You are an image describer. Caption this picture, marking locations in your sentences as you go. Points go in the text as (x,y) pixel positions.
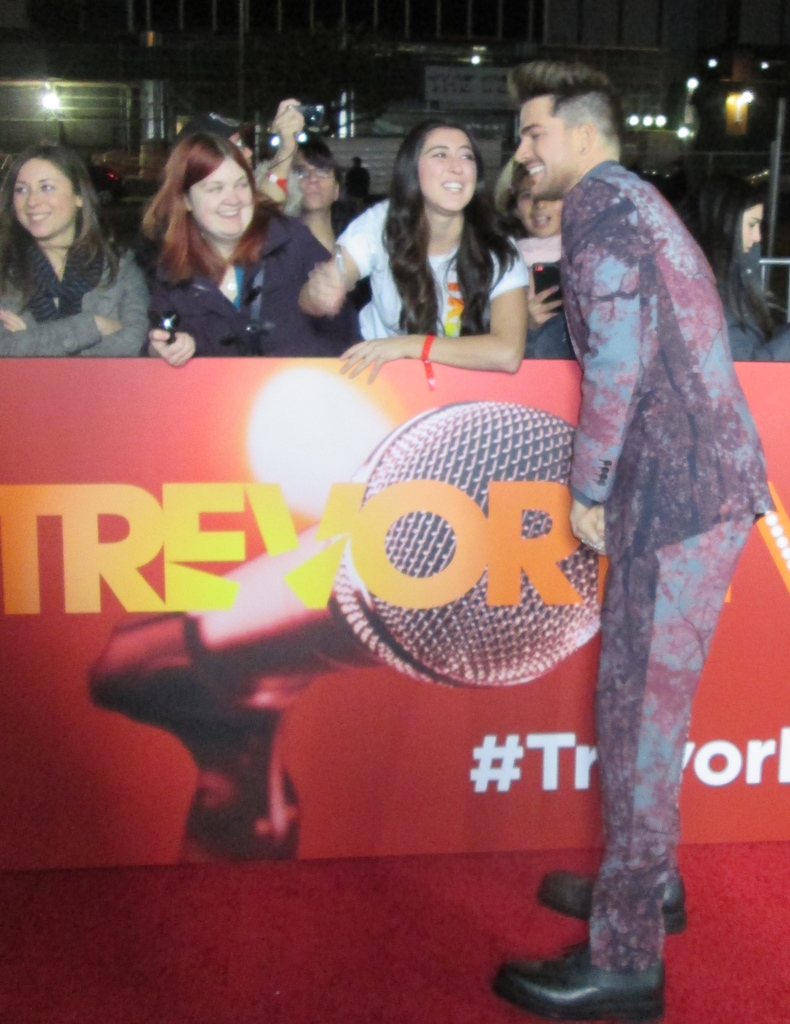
In this image there is a person (582,530) standing. Beside the person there are few women (304,231) standing with a smile on their face (439,203). In the background of the image (460,82) there are buildings (85,123). Beside the person (674,382) there is a hoarding (420,454).
